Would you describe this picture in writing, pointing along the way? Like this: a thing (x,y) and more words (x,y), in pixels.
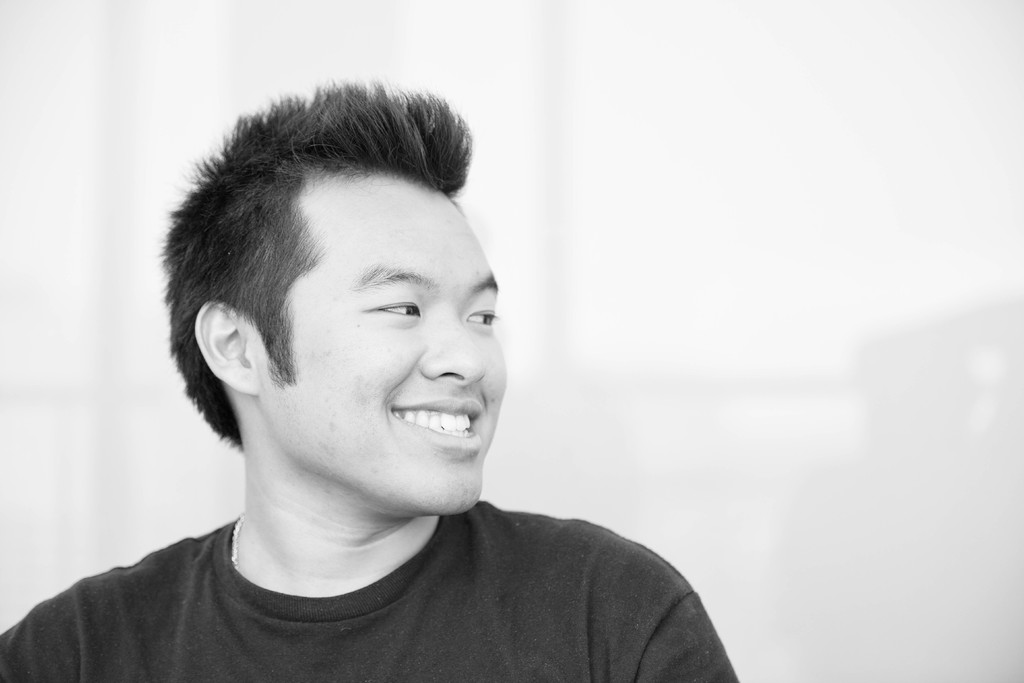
This is a black and white picture. In the picture there is a man (565,612) wearing a t-shirt (509,610), he is smiling. The picture has white background (85,416).
